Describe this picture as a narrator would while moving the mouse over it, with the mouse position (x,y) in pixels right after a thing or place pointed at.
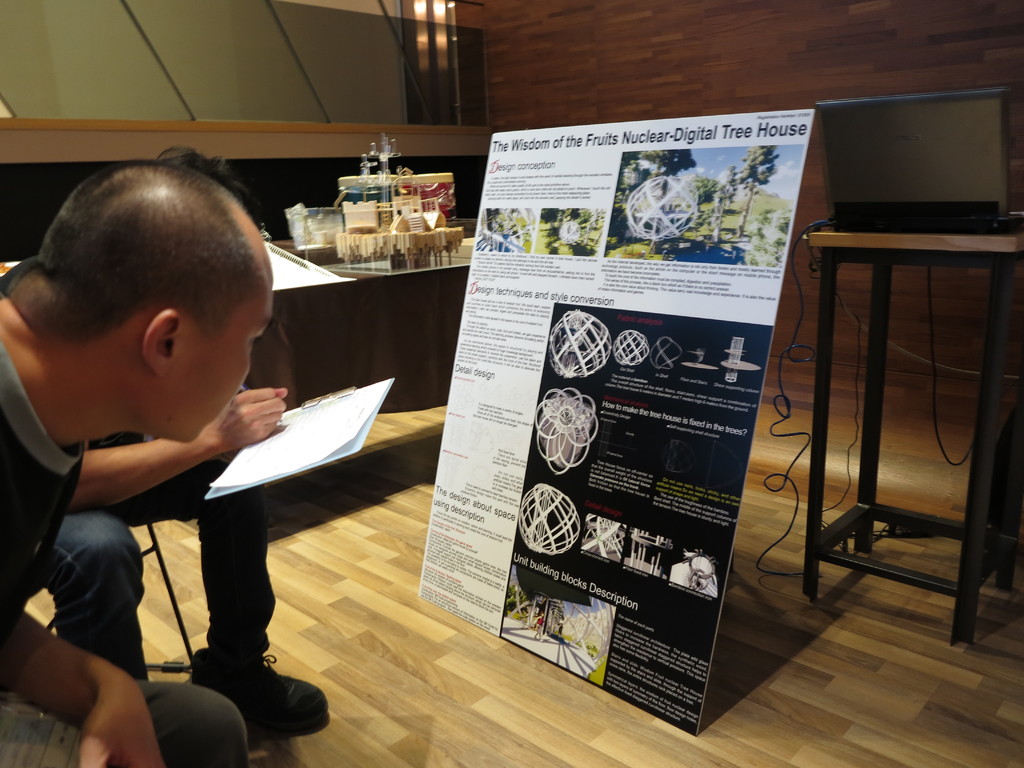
In this image, there are a few people (112,656) sitting. Among them, we can see a person (143,502) holding some objects (348,393). We can see the ground (307,508) and a poster (555,244) with some images (562,428) and text (486,558). We can see a table (834,296) with a device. We can also see some wires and a desk (385,305) with some objects (428,243). We can see the wall (540,119) and some glass (426,97).
